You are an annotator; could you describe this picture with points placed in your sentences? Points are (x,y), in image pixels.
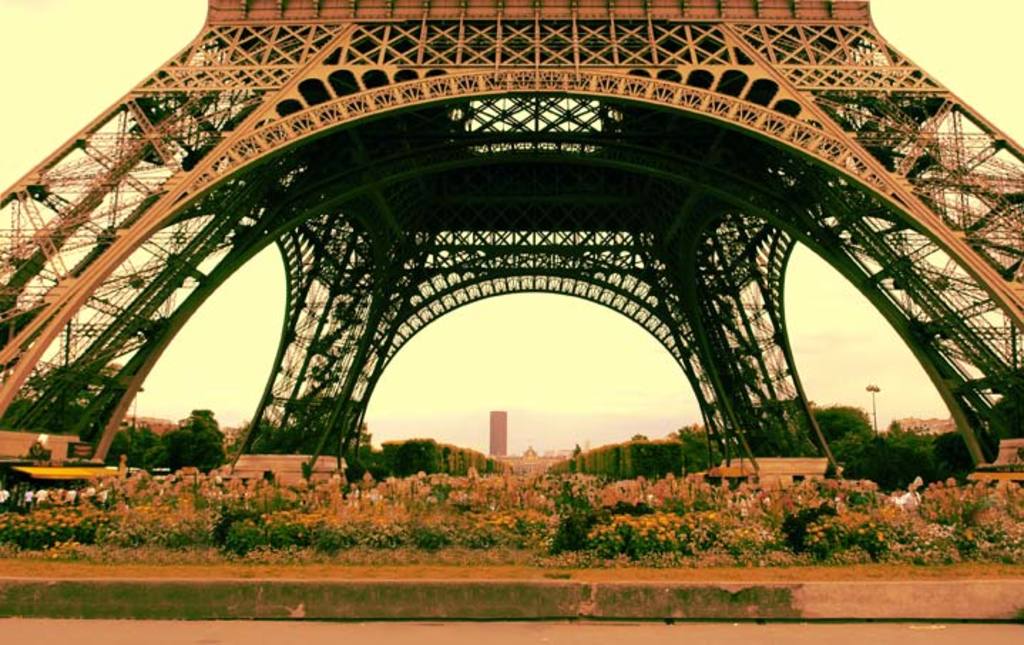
In this picture we can see sky (611,385), trees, architecture (460,169) and plants (927,542).
